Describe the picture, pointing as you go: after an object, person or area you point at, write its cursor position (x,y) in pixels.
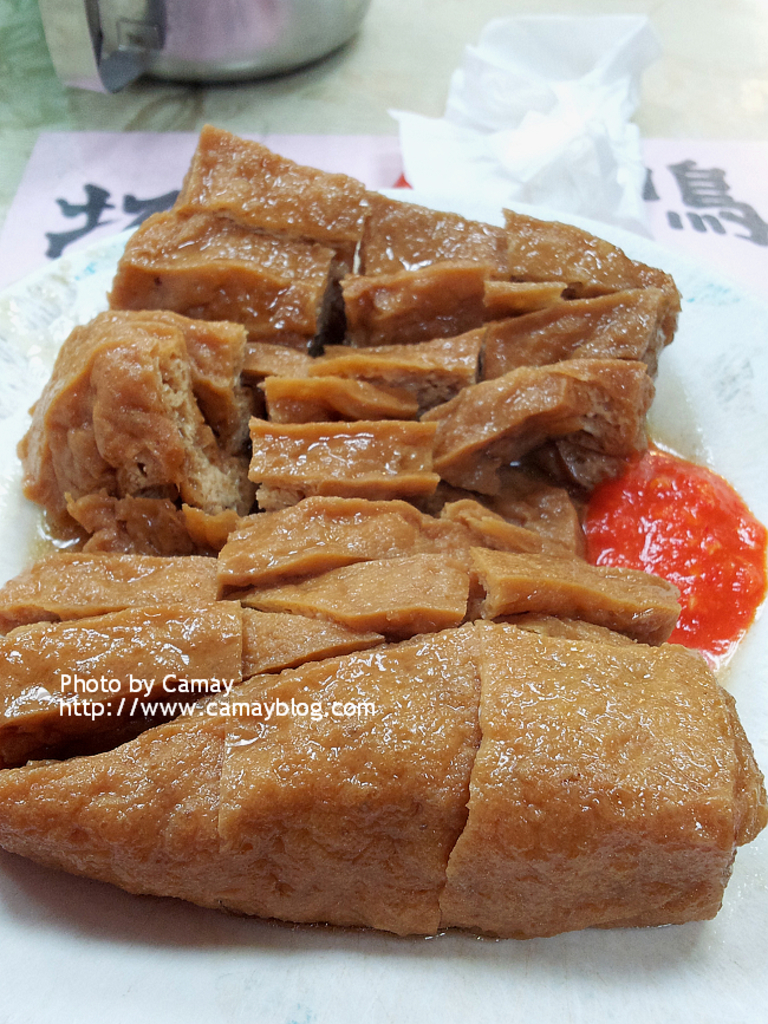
In this image there is food (497,389) on the plate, there is paper (426,156) on the surface (263,107), there is an object (149,49) truncated towards the top of the image (190,24), there is text (211,701).
